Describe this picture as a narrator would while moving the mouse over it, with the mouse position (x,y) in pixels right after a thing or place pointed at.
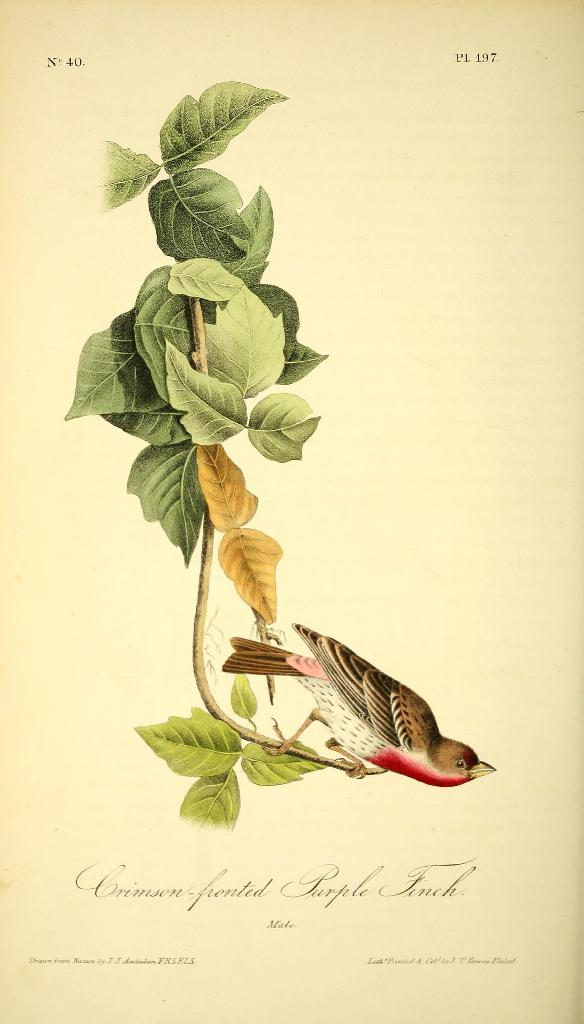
It is a poster. In this image there is a bird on the branch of a tree (198,174) and there is some text (460,882) on the image.
